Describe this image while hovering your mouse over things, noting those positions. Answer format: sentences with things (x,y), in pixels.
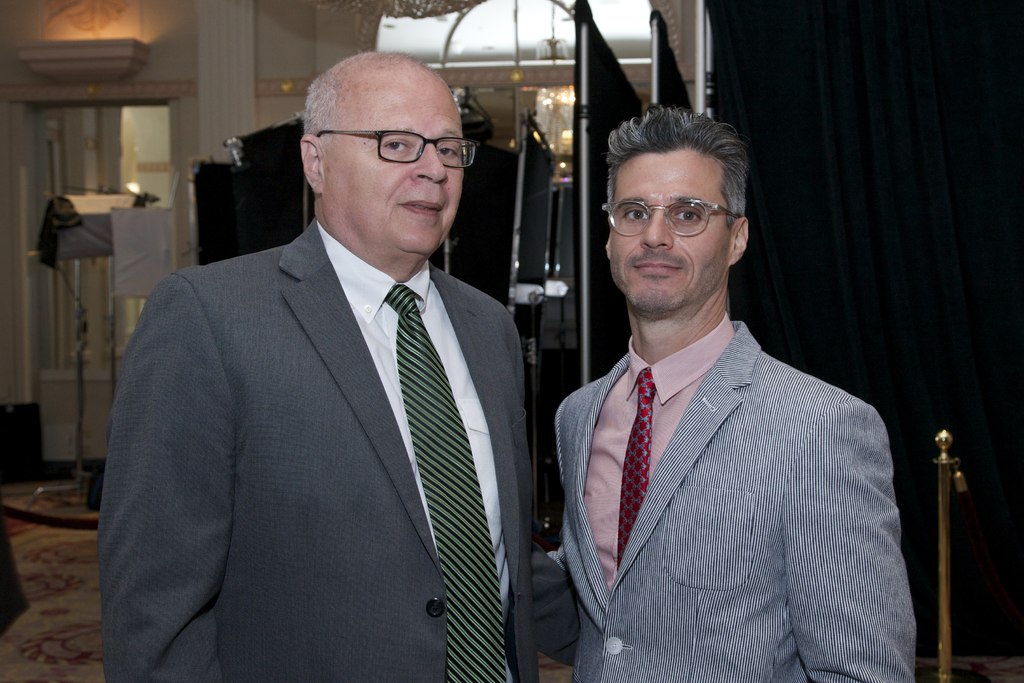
In this image, we can see people (341,181) standing and wearing coats (582,401) and ties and are wearing glasses (399,149). In the background (248,133), there are stands (588,100) and we can see a curtain (835,165), lights (553,91) and some other objects (1,601). At the bottom (64,627), there is a floor (38,623).
